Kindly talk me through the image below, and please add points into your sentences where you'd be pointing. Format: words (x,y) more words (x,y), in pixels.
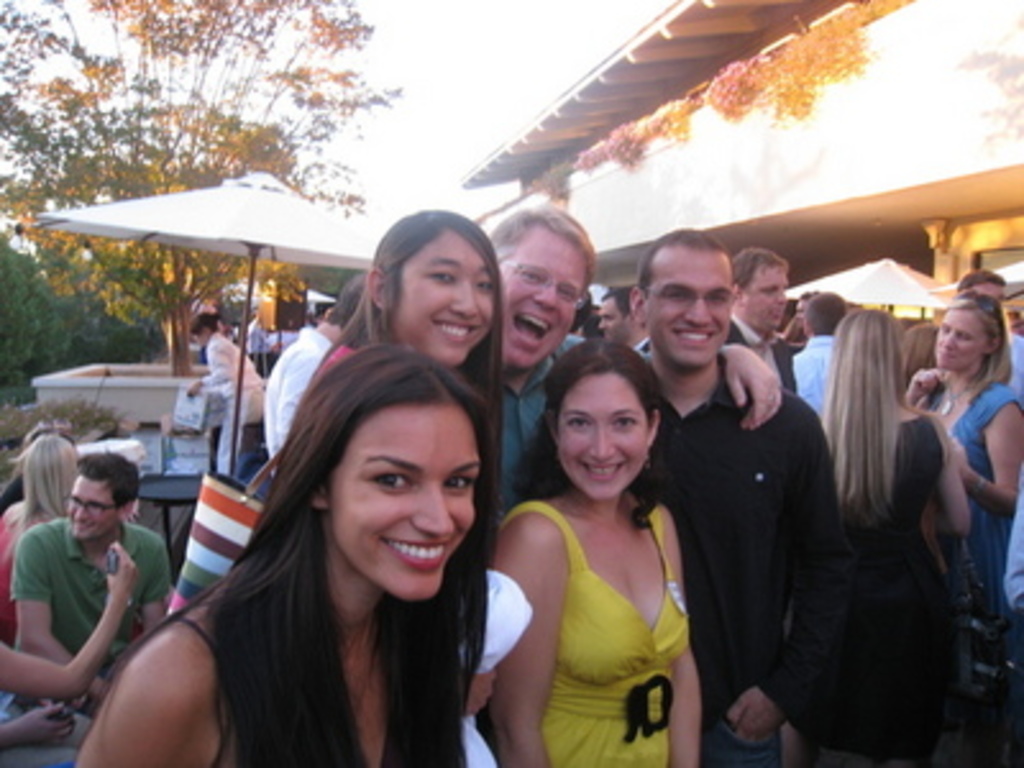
In this picture we can see a group of people (738,673) where some are standing and smiling, bag (201,502), umbrellas (188,208), building (845,269), trees (71,272), poles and in the background (546,97) we can see the sky (514,75).
